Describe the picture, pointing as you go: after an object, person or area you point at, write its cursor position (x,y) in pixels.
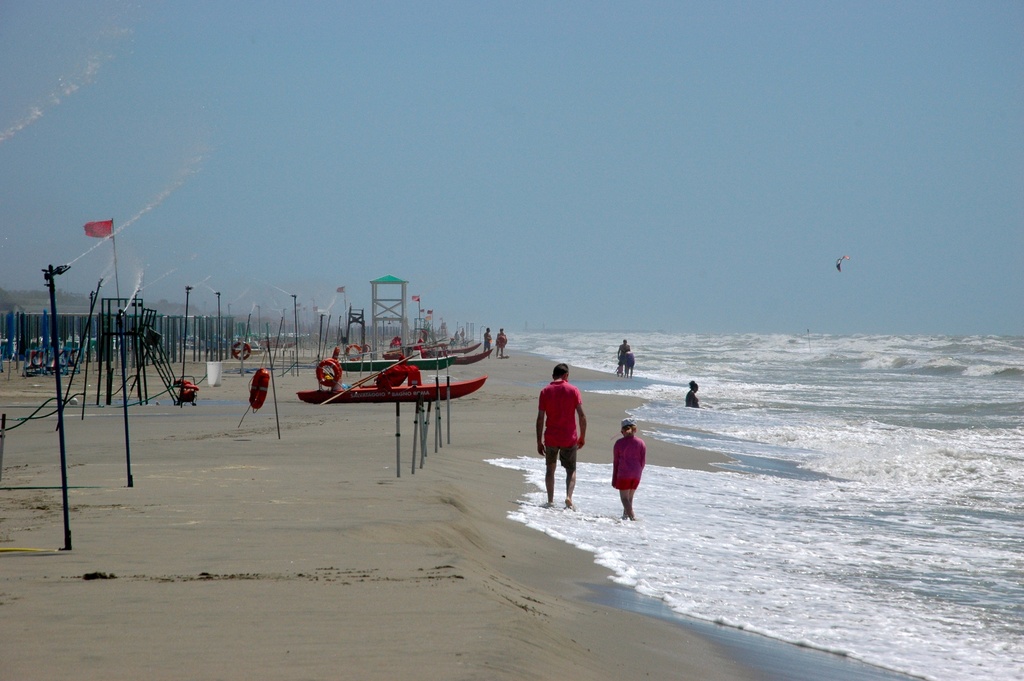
In this picture we can see poles (124,406), flags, boats (338,387), swim tubes (256,402) and some objects (262,406) on sand (377,441), some people (578,455), water (832,413) and in the background (486,179) we can see the sky (600,180).
